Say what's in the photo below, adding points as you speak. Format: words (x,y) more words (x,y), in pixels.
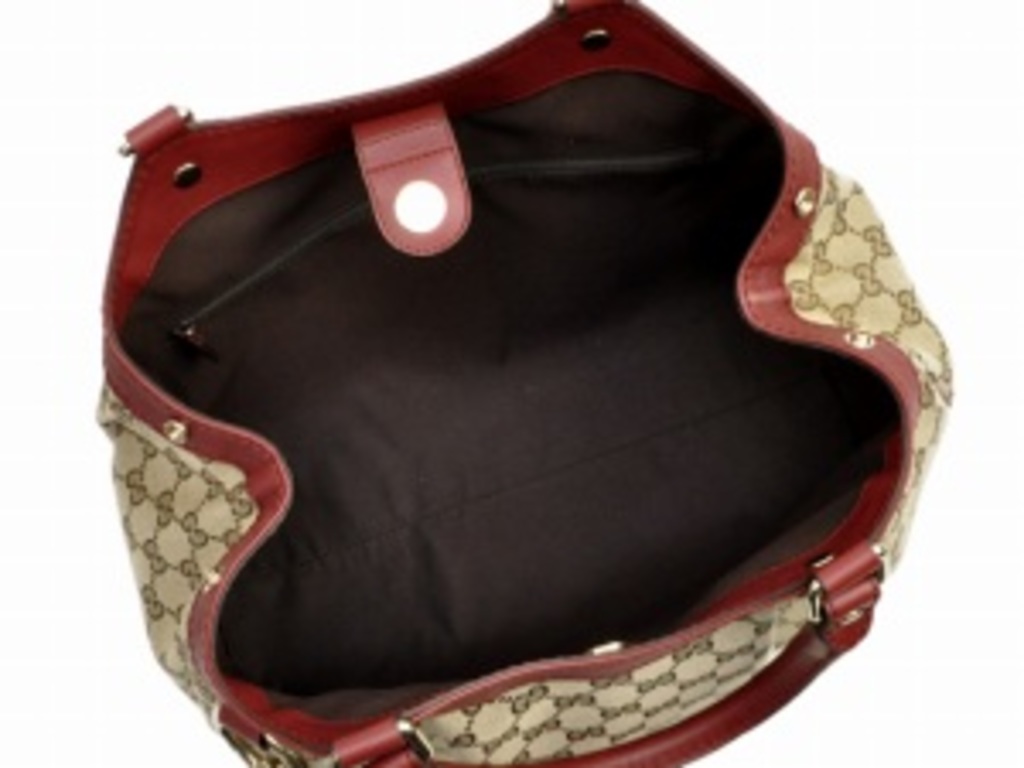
In this picture we can see a bag (589,113) which is opened and to this bag (432,152) we have some screws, handler (804,636).
